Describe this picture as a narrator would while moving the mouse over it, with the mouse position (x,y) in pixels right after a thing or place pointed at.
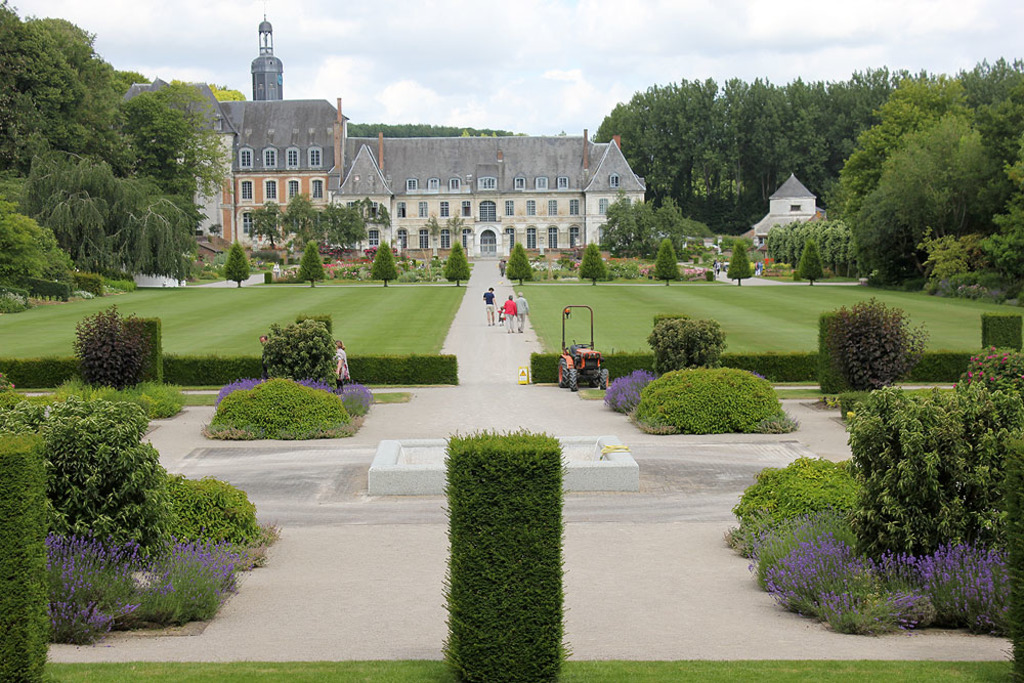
This place is looking like a garden (354,399). Here I can see many plants (507,439) on the ground (612,496). In the background (368,176) there is a building (399,208). In the front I can see a road (481,315) on which few people (511,314) are walking. On both sides of the road (467,294) I can see the grass (573,294). In the background (697,167) there are many trees (51,193). On the top of the image (519,41) I can see the sky (561,43).
